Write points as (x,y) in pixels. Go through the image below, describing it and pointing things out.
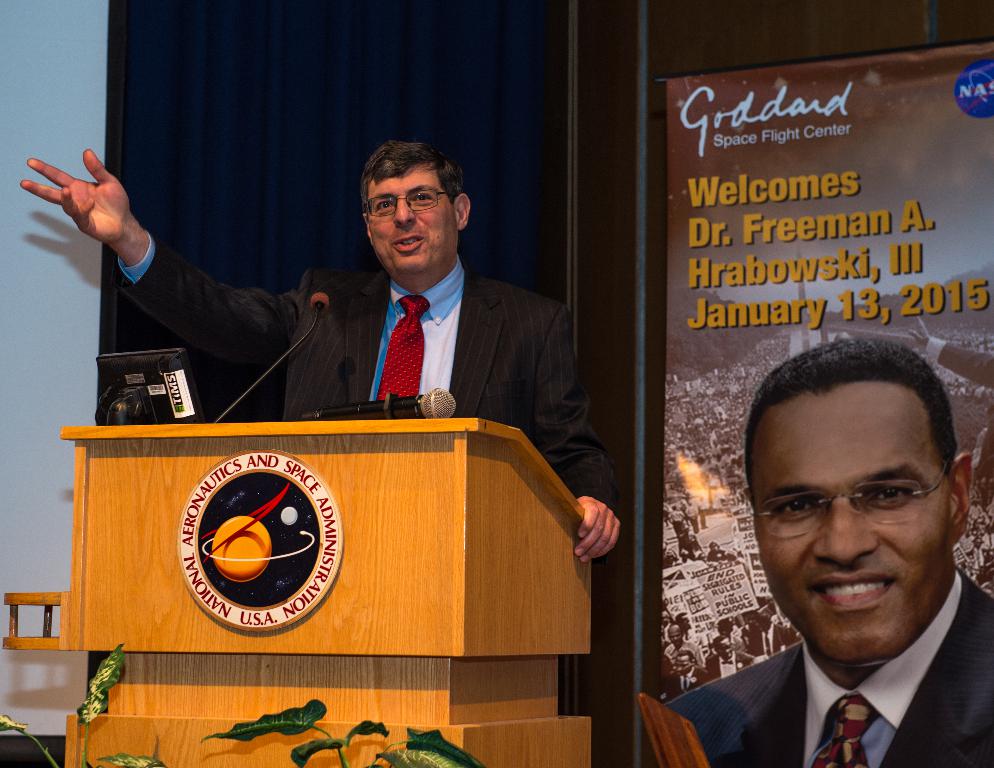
The man (441,260) in the middle of the picture (426,320) wearing a white shirt (450,350) and black blazer (499,352) is talking on the microphone (290,348). In front of him, we see a podium (375,498) on which microphones (277,361) and tablet (178,401) are placed. On the right side (770,374), we see a banner (804,291) containing the picture (832,584) of a man (823,626) and we even see some text (728,216) written on the banner (728,231). Behind him, it is black in color. On the left side (67,355), we see a white wall (41,435).
